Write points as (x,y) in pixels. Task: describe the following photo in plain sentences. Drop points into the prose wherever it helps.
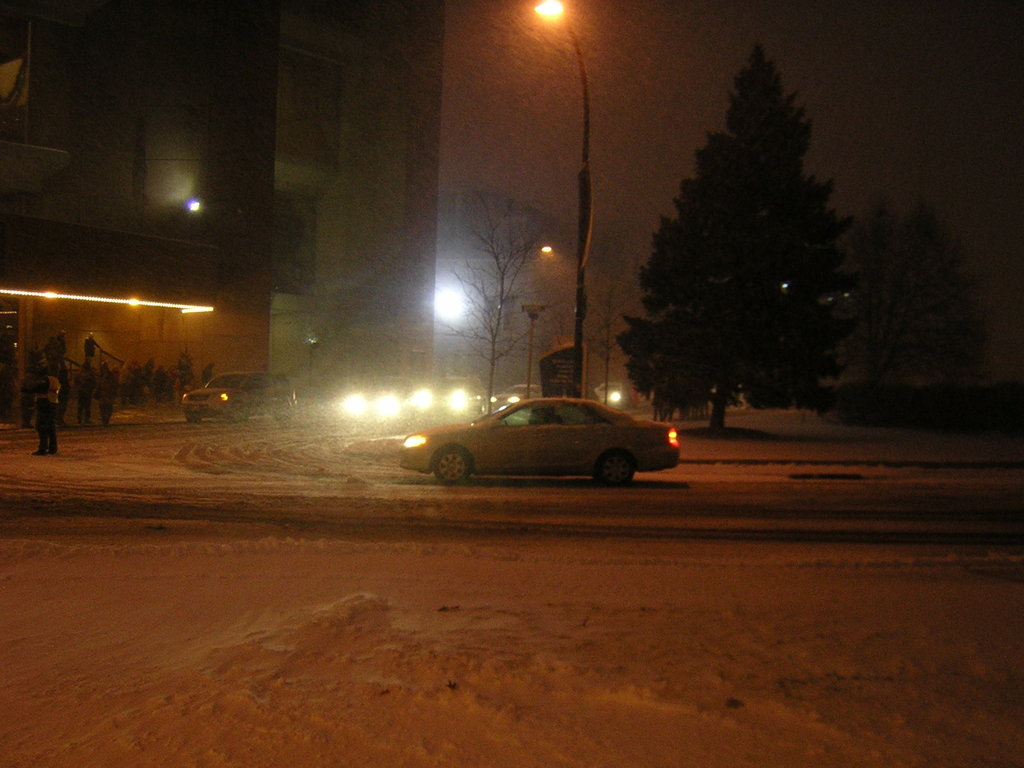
In this image there are vehicles (549,458) on the road (565,539). There are people (91,389). In the background of the image (253,131) there are buildings (422,231), trees (771,193), lights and sky (650,81).
